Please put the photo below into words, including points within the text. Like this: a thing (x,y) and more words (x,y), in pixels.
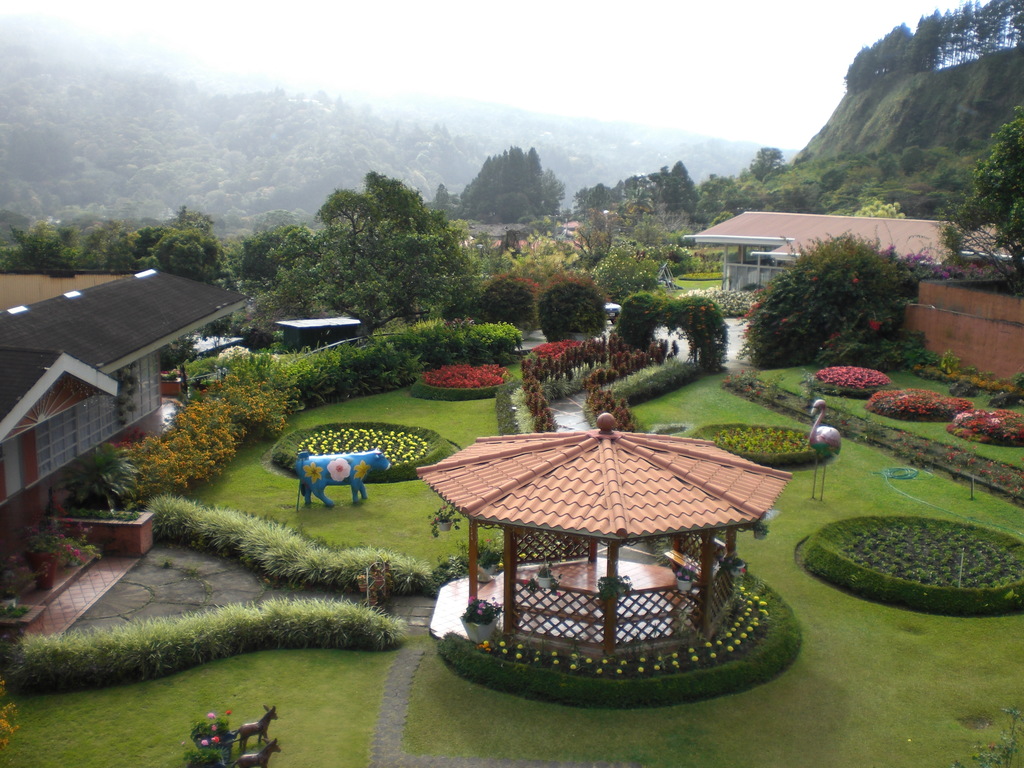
In this picture we can see a shed (545,637), house plants (552,579), statues (334,468), trees (338,243), houses (185,288), flowers (928,394), grass (724,414), paths (225,565), mountains (392,130) and in the background (491,24) we can see the sky (505,25).
